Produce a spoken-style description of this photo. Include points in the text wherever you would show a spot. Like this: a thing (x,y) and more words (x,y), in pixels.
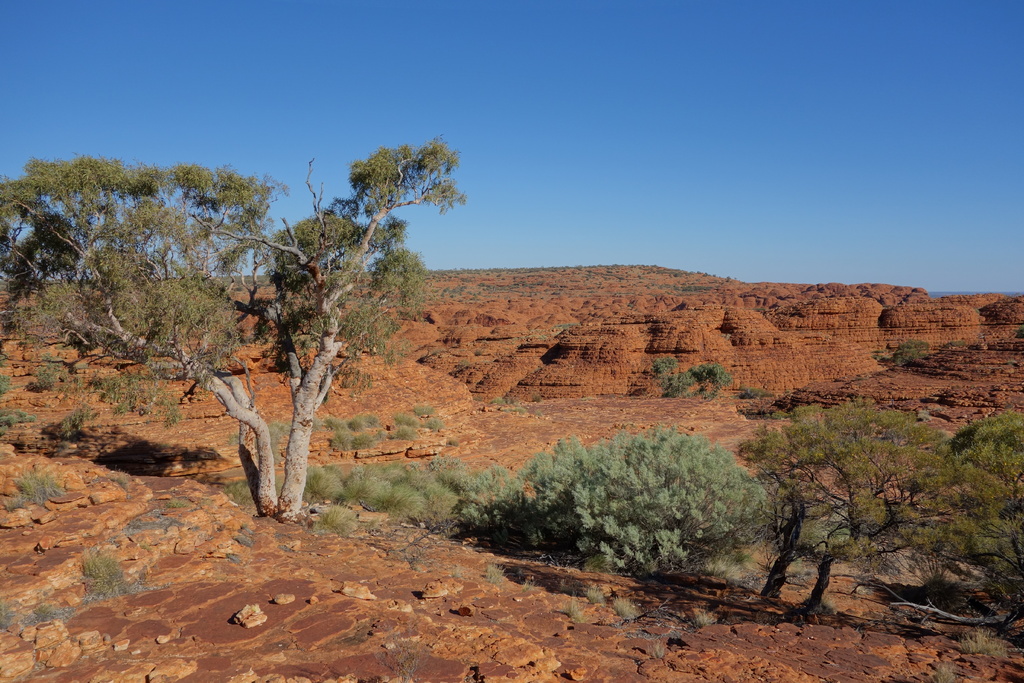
This image is clicked outside. In the front (257,507), there are trees (797,507). At the bottom (237,591), we can see rocks (231,574) on the ground (446,392). At the top (555,83), there is sky (569,167) in blue color.
